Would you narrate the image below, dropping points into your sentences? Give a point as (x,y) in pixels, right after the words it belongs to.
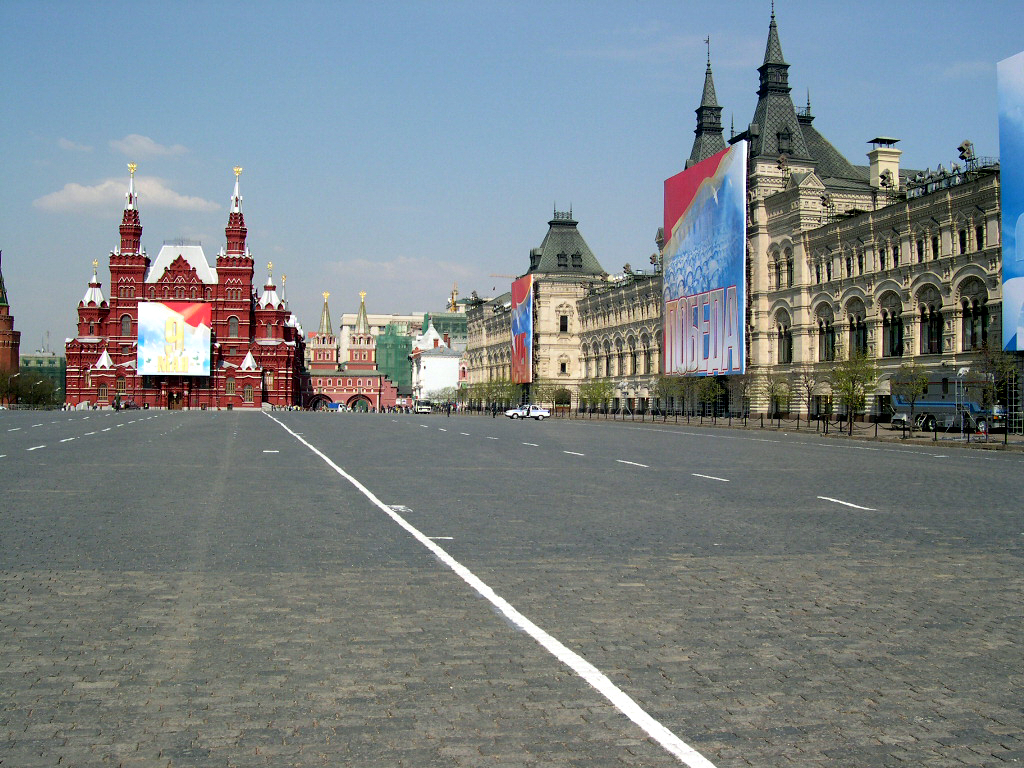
In this picture we can see vehicles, trees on the road (520,572) and in the background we can see buildings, banners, sky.
